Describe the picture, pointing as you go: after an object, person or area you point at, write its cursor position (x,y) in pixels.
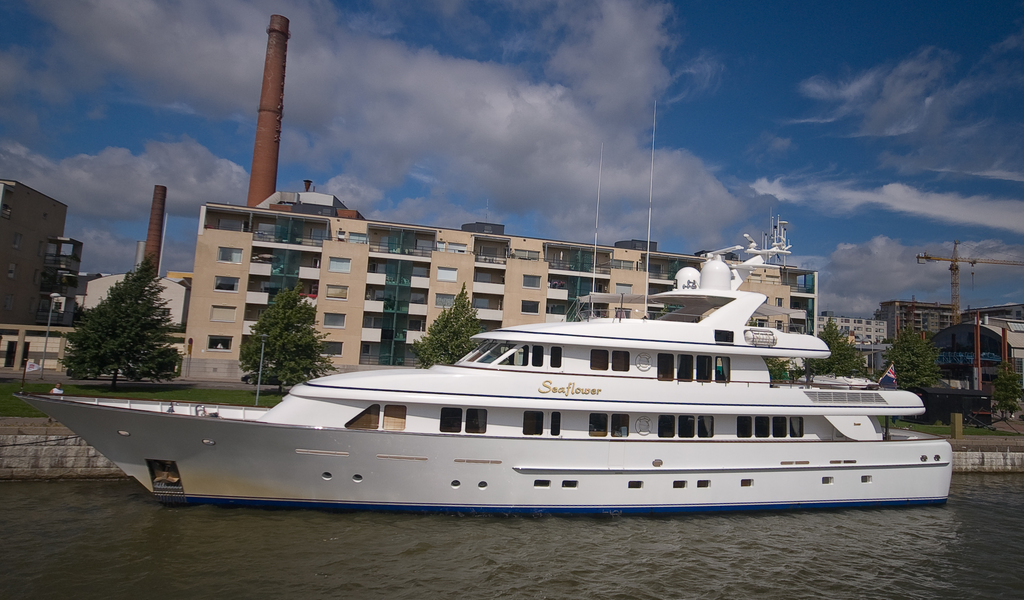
In this image there is a ship (483,399) in the water (534,534). In the background (444,250) there is a factory (362,246). In front of the factory (227,331) there are trees (112,329). At the top (729,75) there is sky (708,66).
